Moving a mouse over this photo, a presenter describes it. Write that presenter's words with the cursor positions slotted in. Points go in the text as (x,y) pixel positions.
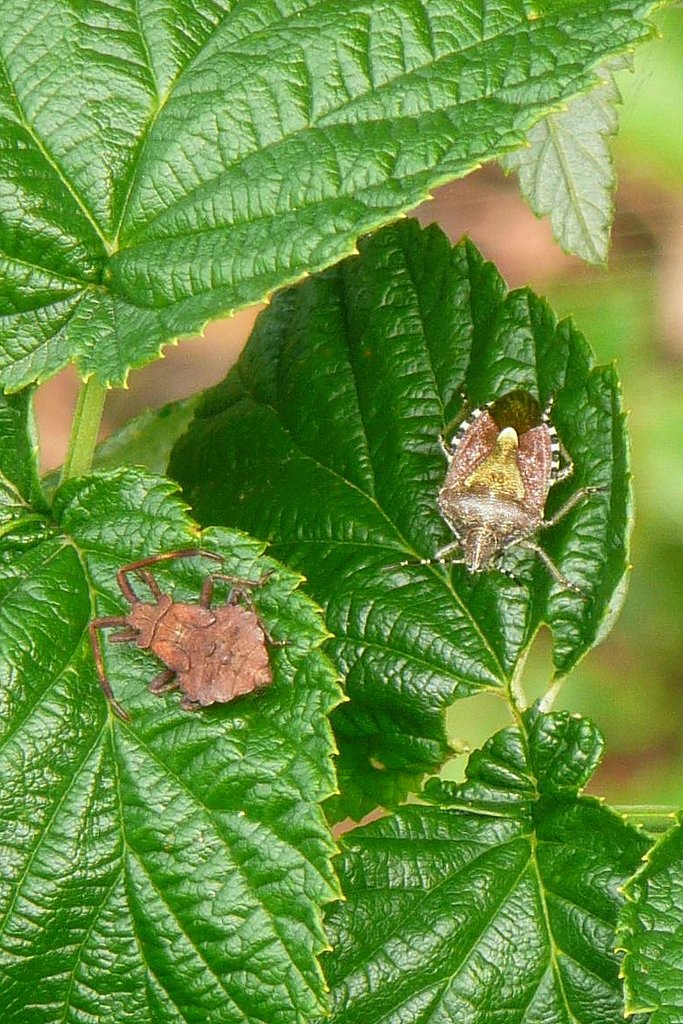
In this picture we can see two insects (152,687) on the leaves (412,610) and behind the leaves (613,558) there is a blurred background (625,673).
